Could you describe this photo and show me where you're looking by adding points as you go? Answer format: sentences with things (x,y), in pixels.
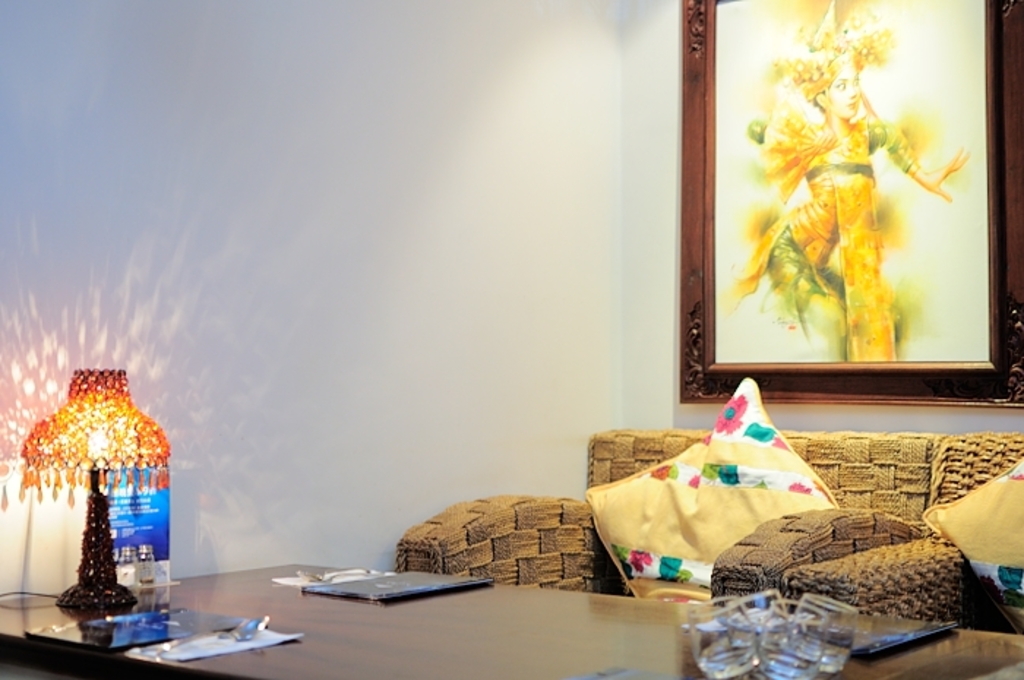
In this image on the right side (909,512) there is one couch (601,477) and on that couch (904,501) there are two pillows (930,521). Beside the couch (833,460) there is one photo frame (822,219) on the wall (575,482) and on the left side (101,483) there is one lamp (106,454) and one table (195,603) is there. On the table (144,609) there are some glasses (743,624) and papers (152,633) are there on the top (181,123) there is wall (473,185).
